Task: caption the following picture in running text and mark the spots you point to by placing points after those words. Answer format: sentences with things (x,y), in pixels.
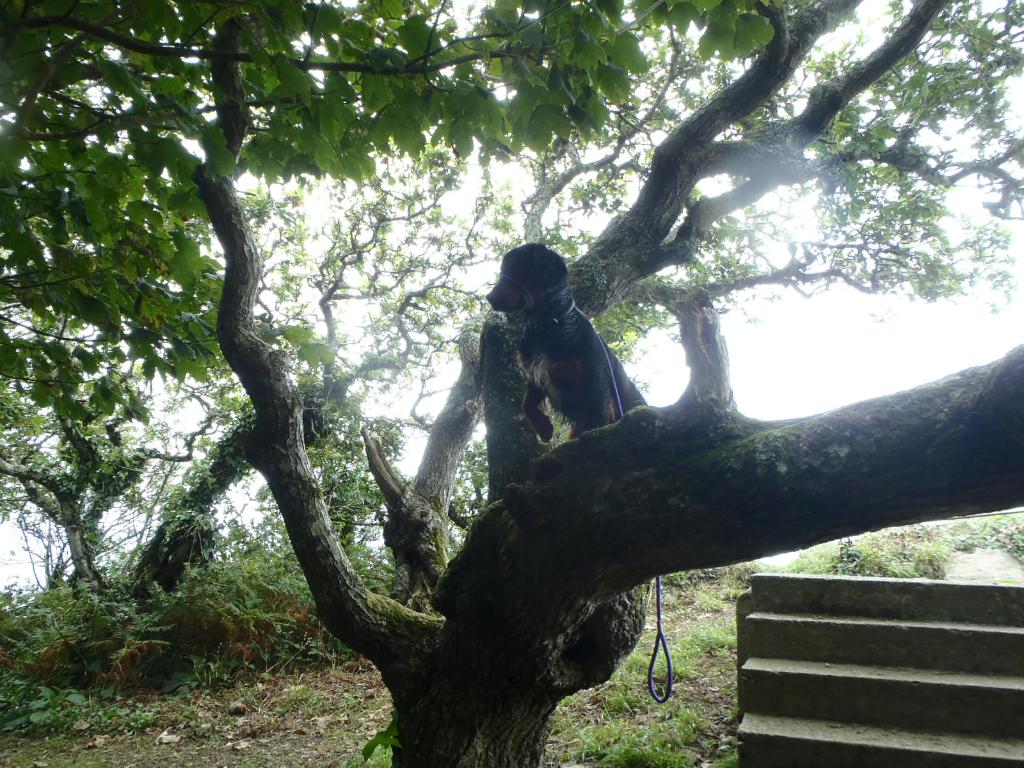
This looks like a dog (590,387), which is standing on the branch (579,437). I think this is a dog belt (661,620). This is the tree (284,416) with branches (243,260) and leaves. These are the small bushes (257,646). I can see the stairs (863,655).
